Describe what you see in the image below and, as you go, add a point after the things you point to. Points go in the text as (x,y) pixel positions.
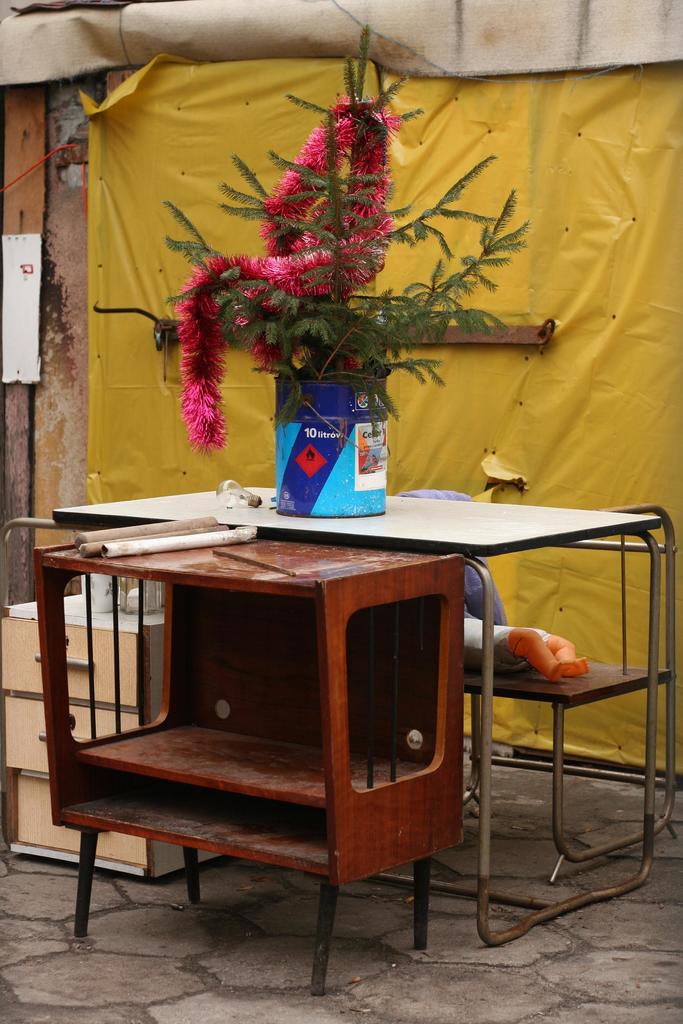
In the image I can see a table (297,540) on which there is a plant (376,500), a doll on a seat (517,683) and behind there is a yellow color cover (532,310) to the wall (87,87).
